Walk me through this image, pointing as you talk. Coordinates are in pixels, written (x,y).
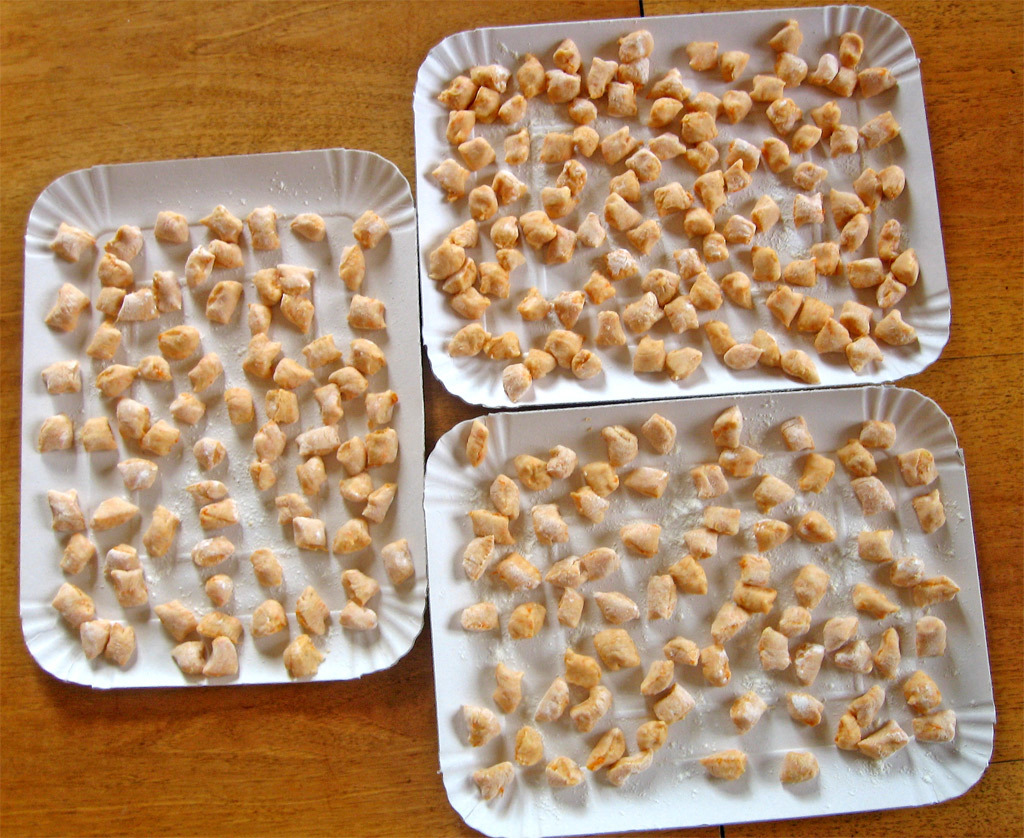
In this image there is a table (338,753) with three trays (442,444) of gnocchi (307,282) on it.
